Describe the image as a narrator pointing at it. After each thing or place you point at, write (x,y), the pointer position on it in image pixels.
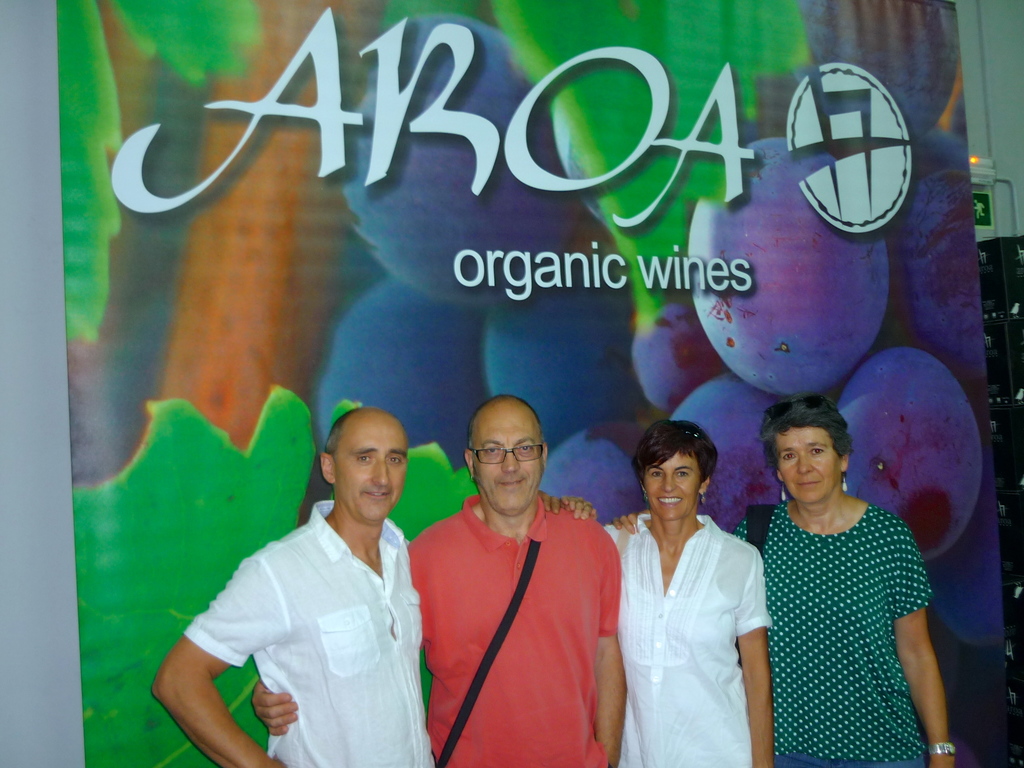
On the left (339,609) and right side (776,547) there are two men (530,721) and two women (669,578) standing and among them a man (519,566) is carrying a bag (479,666) on his shoulder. In the background (412,331) there is a hoarding (951,334), wall (1010,168) and some other objects (980,217).
